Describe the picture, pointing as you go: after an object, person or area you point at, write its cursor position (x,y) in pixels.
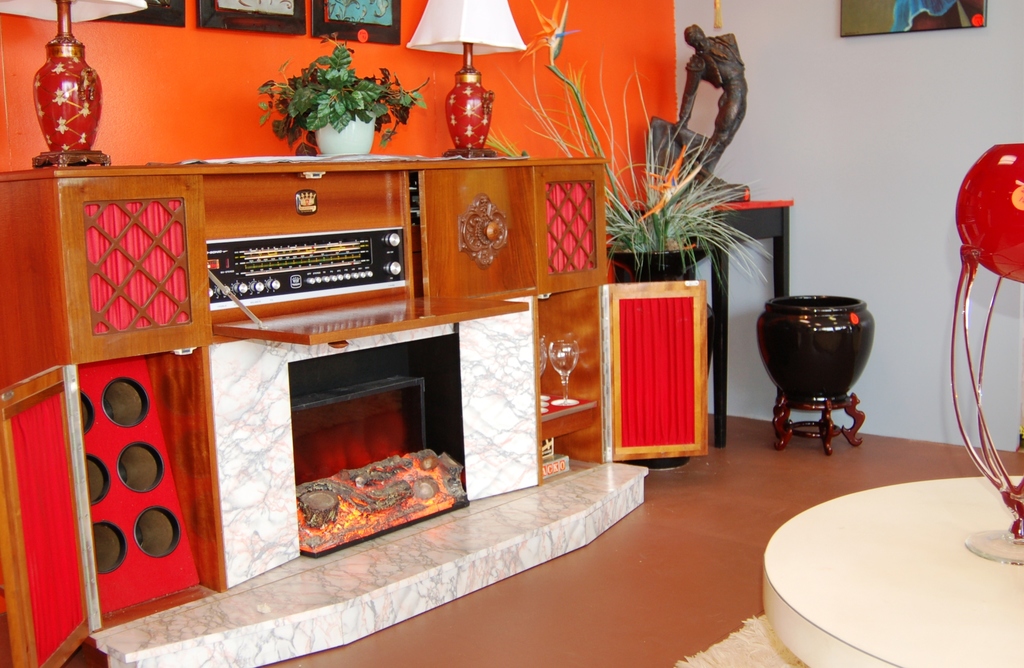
The picture is taken inside a room (969,46). In the center of the picture (644,238) we can see lamps (62,116), houseplants (616,177), sculptures (724,54), table (777,283), decorative items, glasses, speaker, fireplace (402,393), radio (350,233) and various other objects (30,623). On the right (868,37) there is a frame (945,16). On the left (329,17) there are frames (343,25). At the bottom (555,626) we can see floor (487,595).
